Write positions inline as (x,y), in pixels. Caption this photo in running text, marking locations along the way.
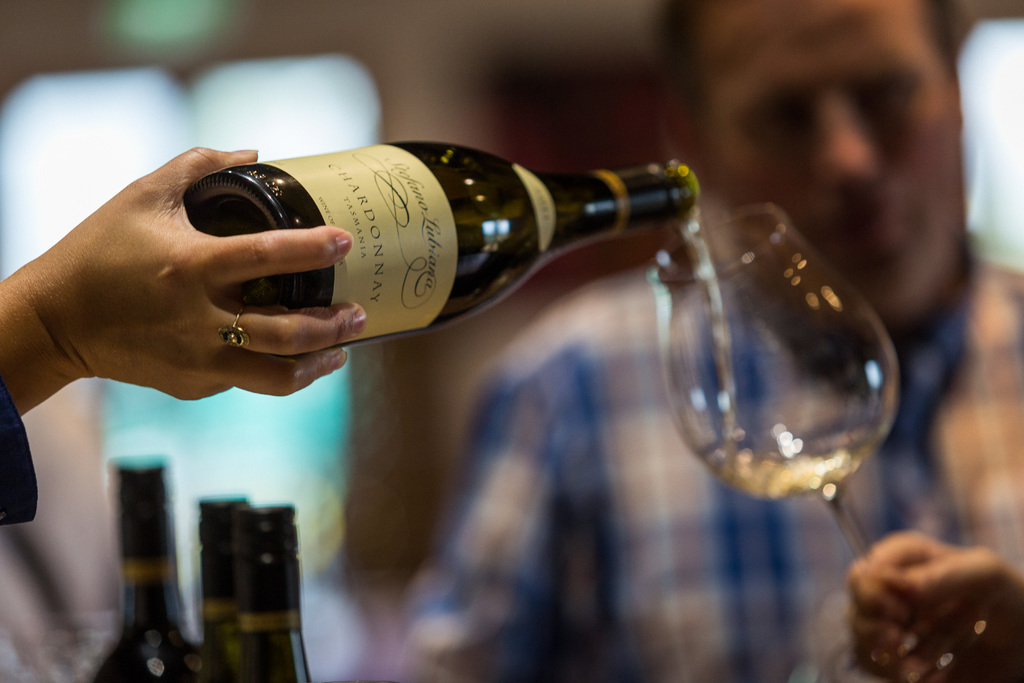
On the left side of this image (57,294) I can see a person's hand (176,280) holding a bottle (448,218) and pouring the drink (707,287) in the glass (826,396). On the right side (923,348), I can see a man (915,204). At the bottom of the image (165,620) I can see three bottles (226,582). The background (87,74) is blurred.
